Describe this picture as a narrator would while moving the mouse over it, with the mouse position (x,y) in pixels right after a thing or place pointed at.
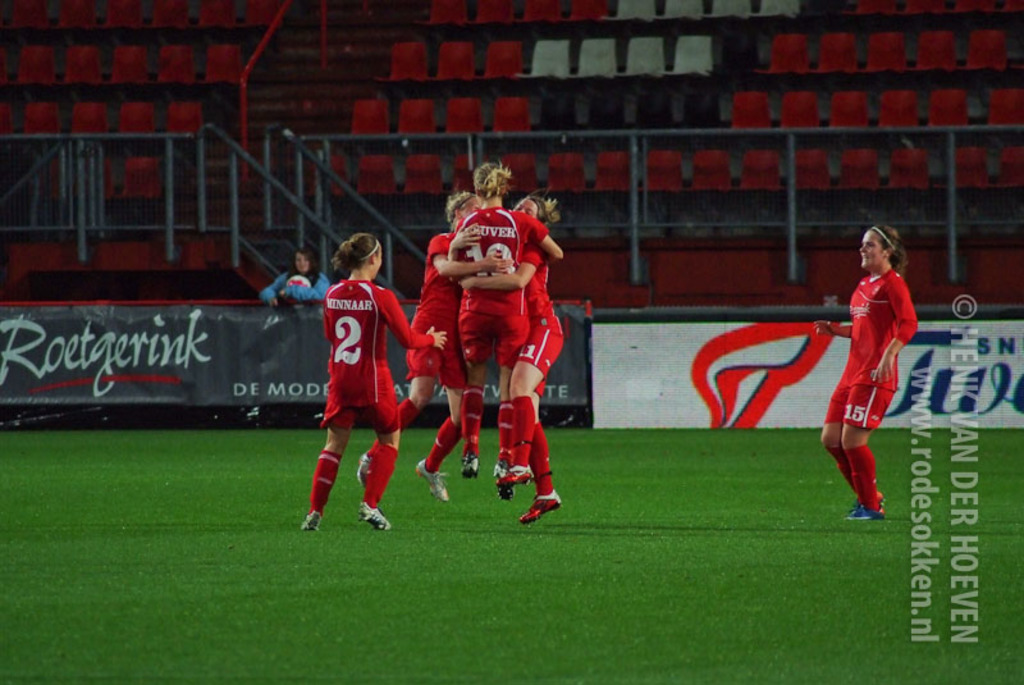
In the center of the image (364,323) we can see a few people (359,357) are in red color costumes (537,348). On the right side of the image (926,460), there is a watermark (958,551). In the background (592,214), we can see chairs (136,50), fences (577,144), banners (264,317), grass (736,449) and a person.
